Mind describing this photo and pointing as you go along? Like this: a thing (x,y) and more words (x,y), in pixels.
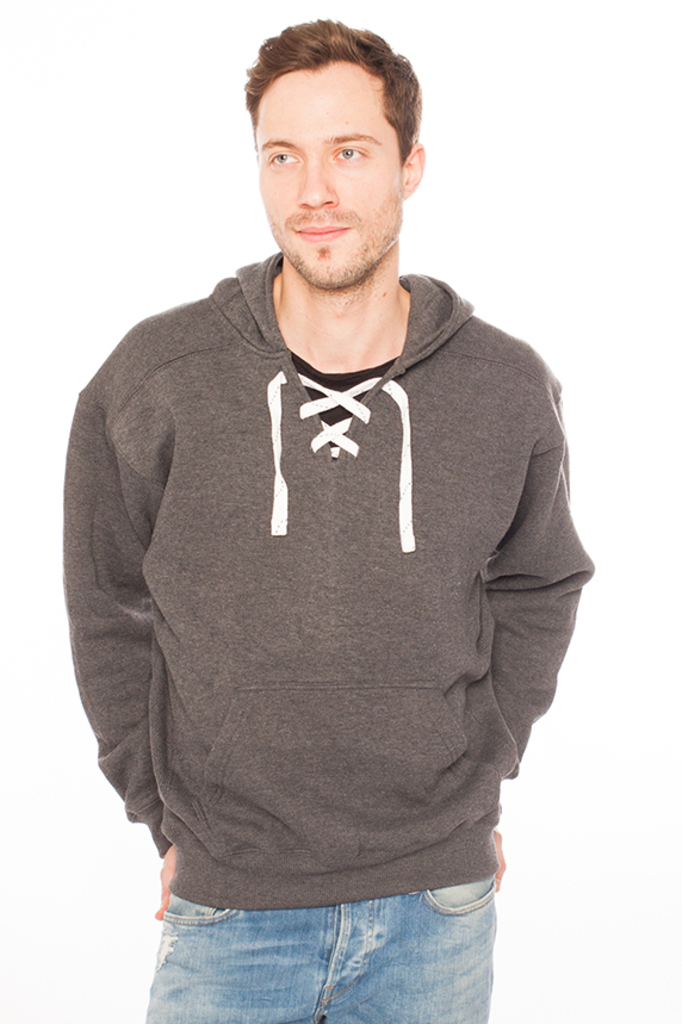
In this image we can see a man (322,727). In the background (654,511) it is white.
